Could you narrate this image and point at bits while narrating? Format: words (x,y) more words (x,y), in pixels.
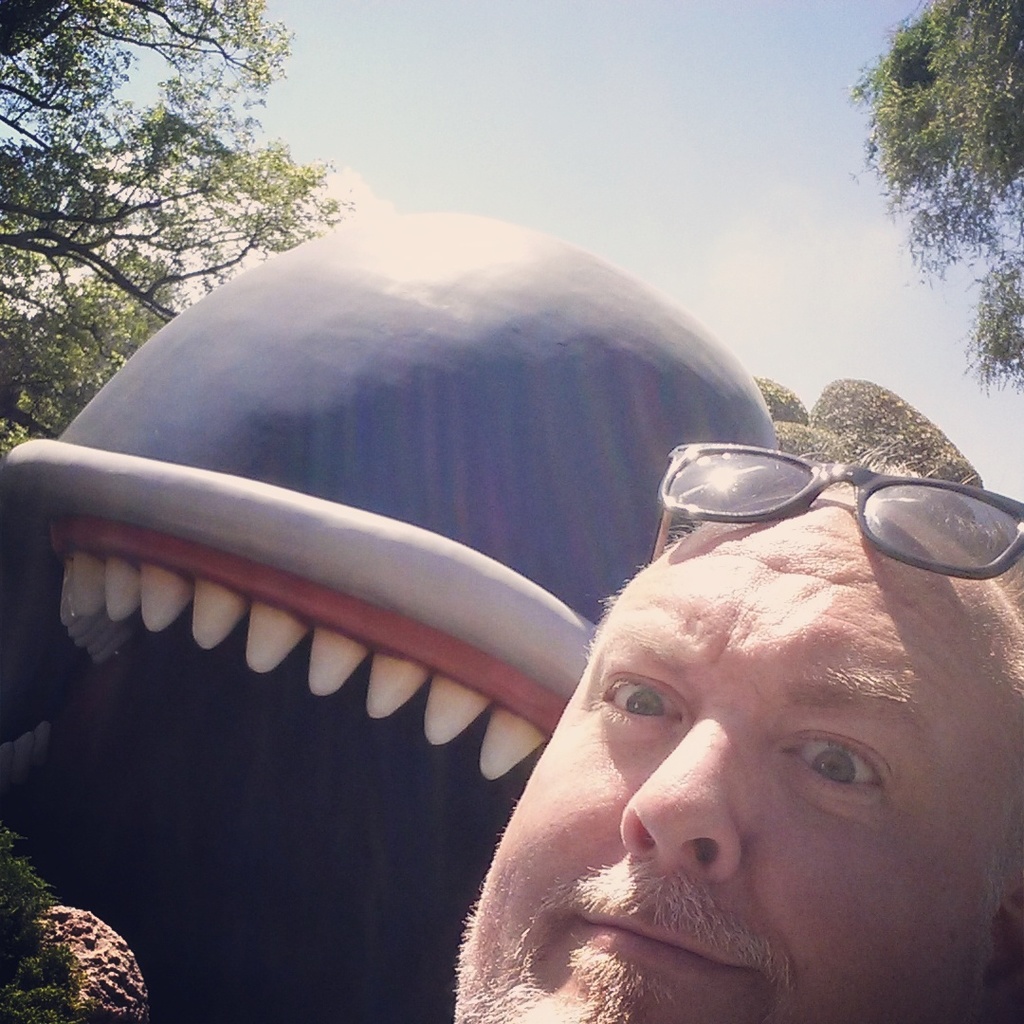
In this image I can see a man (659,671) and on his head (761,552) I can see shades (980,511). In the background (449,677) I can see blue colour thing (543,393), few trees (72,52) and the sky (578,157).
